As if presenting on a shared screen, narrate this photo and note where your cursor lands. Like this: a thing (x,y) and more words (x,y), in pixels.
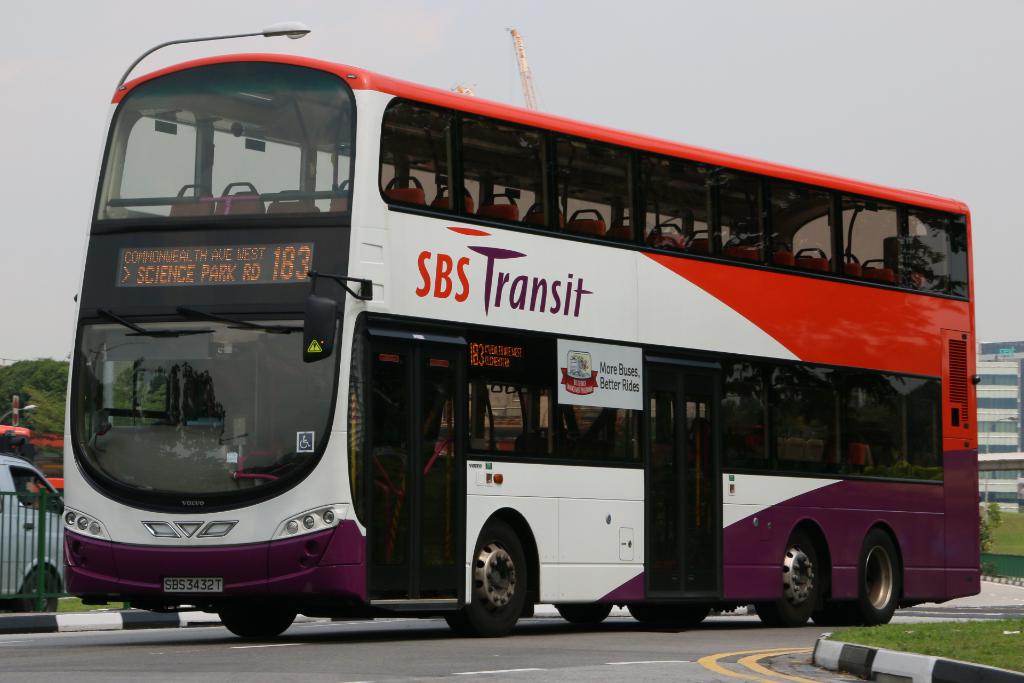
In this image I can see few vehicles (29,520), fencing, green grass (973,634), light poles (19,409), building (1010,360) and trees (48,359). The sky (691,89) is in white color.
